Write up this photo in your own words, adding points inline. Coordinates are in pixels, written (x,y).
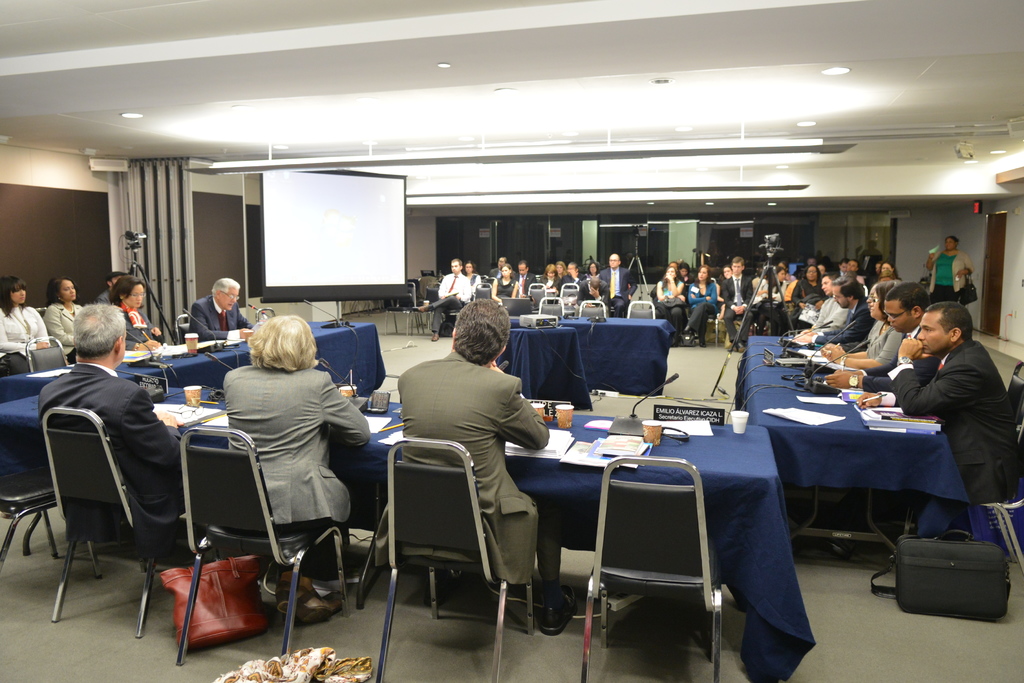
In a room (198,654) there are lot of people (947,364) sitting on chairs (187,638) in front of tables (761,503) talking on a micro phone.
